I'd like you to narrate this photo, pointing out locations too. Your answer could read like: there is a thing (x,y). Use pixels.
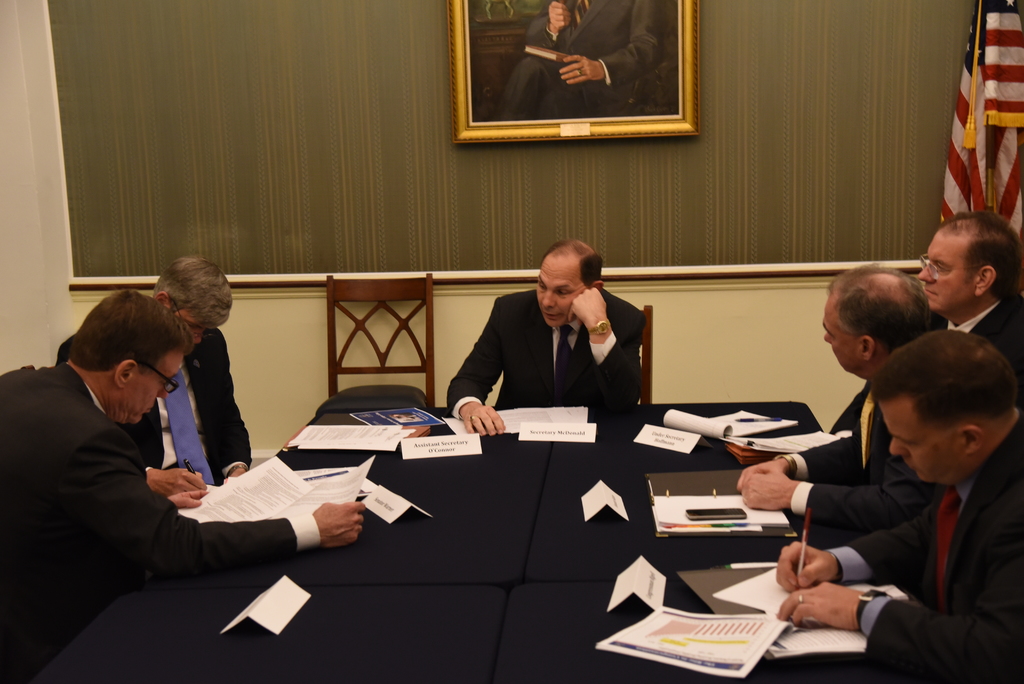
In this image I can see some people (904,326) sitting around the table (334,608) on which we can see some papers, also there is flag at back (971,12) and photo frame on the wall (322,231).
